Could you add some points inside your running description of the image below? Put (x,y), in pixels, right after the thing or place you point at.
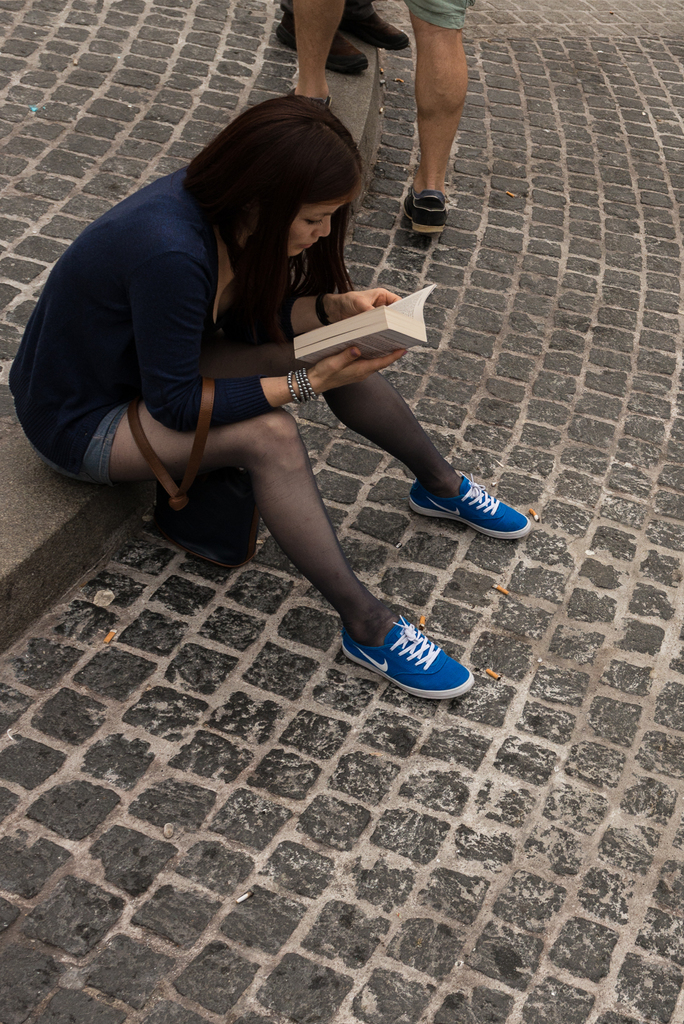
In this image I can see a person (266,337) holding book (408,318) and wearing blue top (124,342) and blue shoes (499,508). Back I can see few people (425,65) on the floor (586,234).
